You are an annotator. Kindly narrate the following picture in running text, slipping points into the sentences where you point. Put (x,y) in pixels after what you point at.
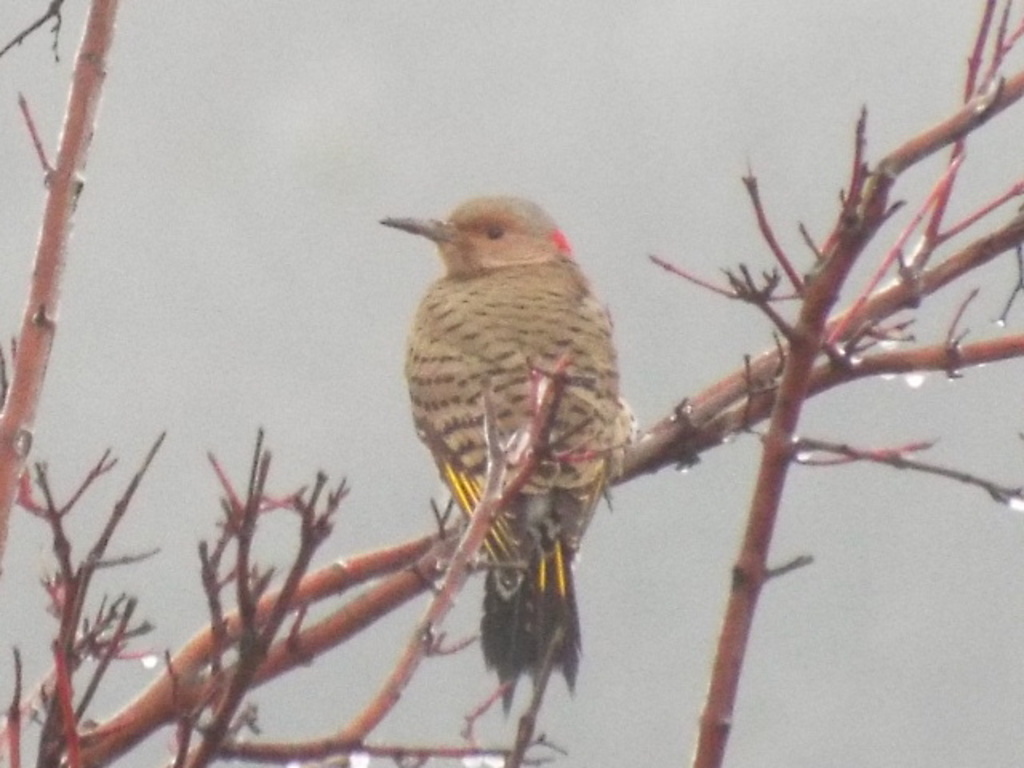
In this picture there is a bird (419,333) in the center of the image (578,420) on a stem (634,440) and there are branches (829,335) in the image.
